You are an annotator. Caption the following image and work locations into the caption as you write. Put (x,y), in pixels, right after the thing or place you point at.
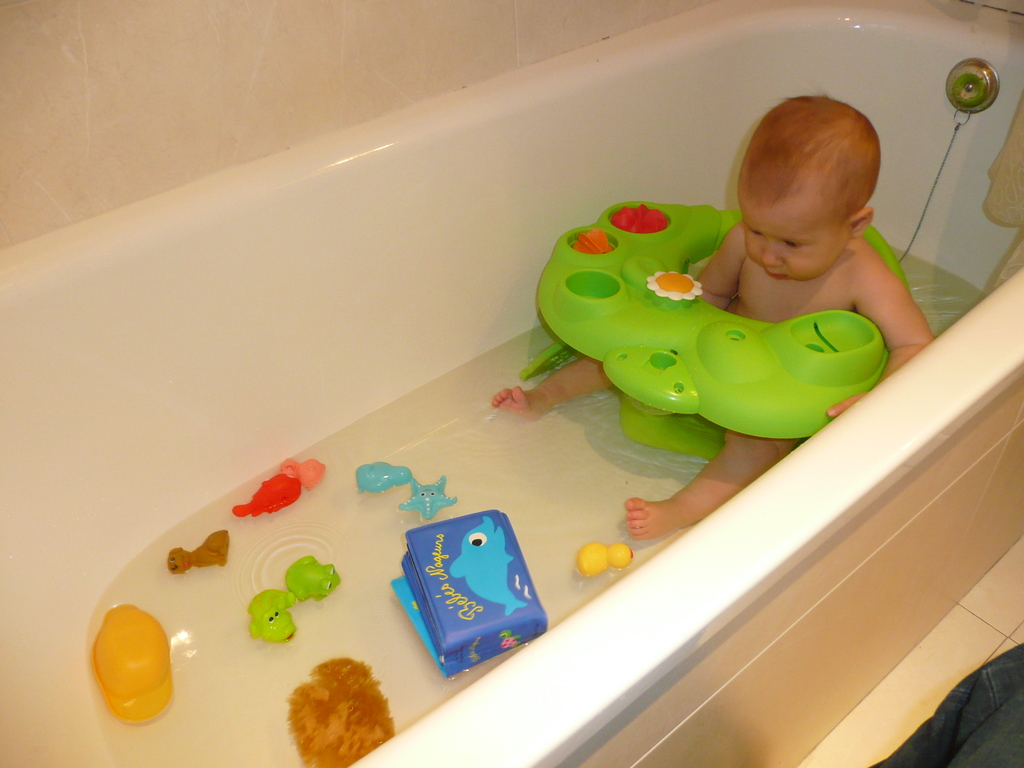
In this picture we can see a child (835,155), toys (602,353), water (266,689) in a bathtub (472,287) and some objects (1023,101) and in the background (207,107) we can see the wall (207,39).
